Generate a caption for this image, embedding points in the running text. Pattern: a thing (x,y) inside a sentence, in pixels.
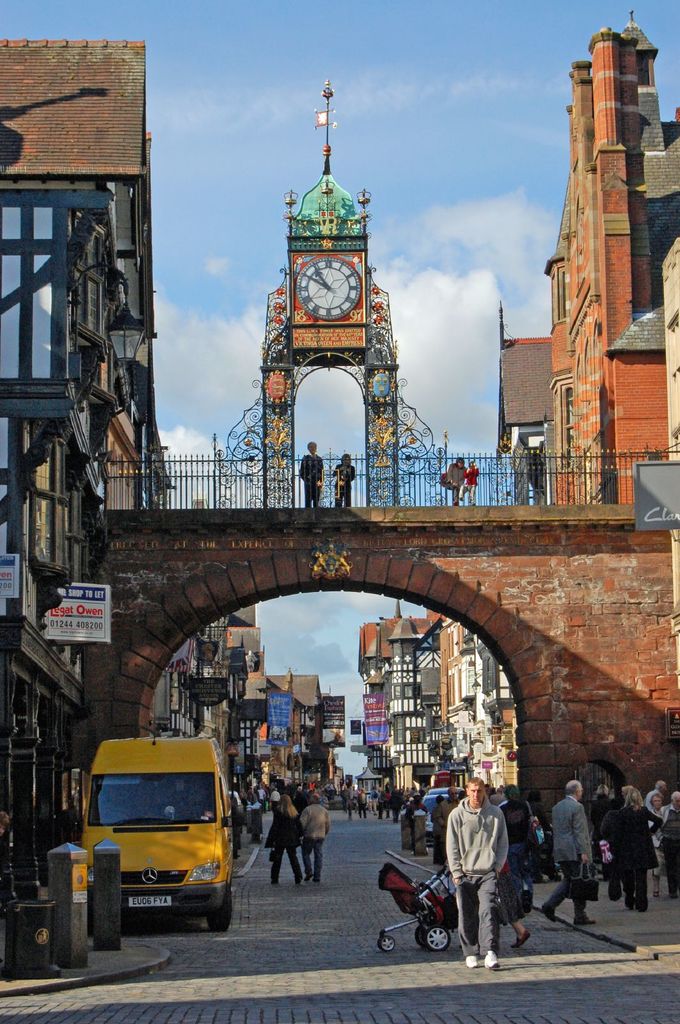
In this image there is a road (354,852) in the middle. On the road (338,810) there are so many people (328,808) who are walking on it. On the left side (152,836) there is a yellow colour van (152,856) on the footpath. At the top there is a bridge (358,517) on which there are four persons (336,493). Above the bridge (330,517) there is a clock (316,275). There are buildings (106,307) on either side of the bridge (540,586). At the top (641,18) there is the sky (409,341).
